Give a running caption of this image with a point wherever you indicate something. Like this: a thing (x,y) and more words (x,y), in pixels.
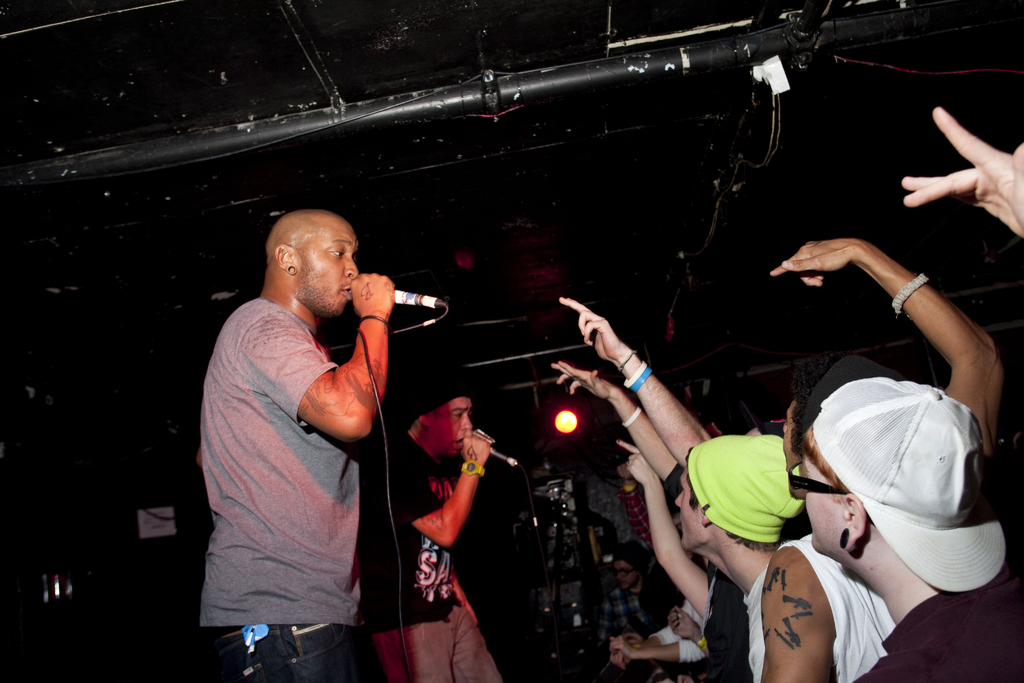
In the middle of the image (368,297) two people (215,403) are standing and holding the microphones (413,297) and singing. Bottom right side of the image (1001,636) a few people (1001,636) are standing and watching. At the top of the image (424,102) there is a roof (210,56).
